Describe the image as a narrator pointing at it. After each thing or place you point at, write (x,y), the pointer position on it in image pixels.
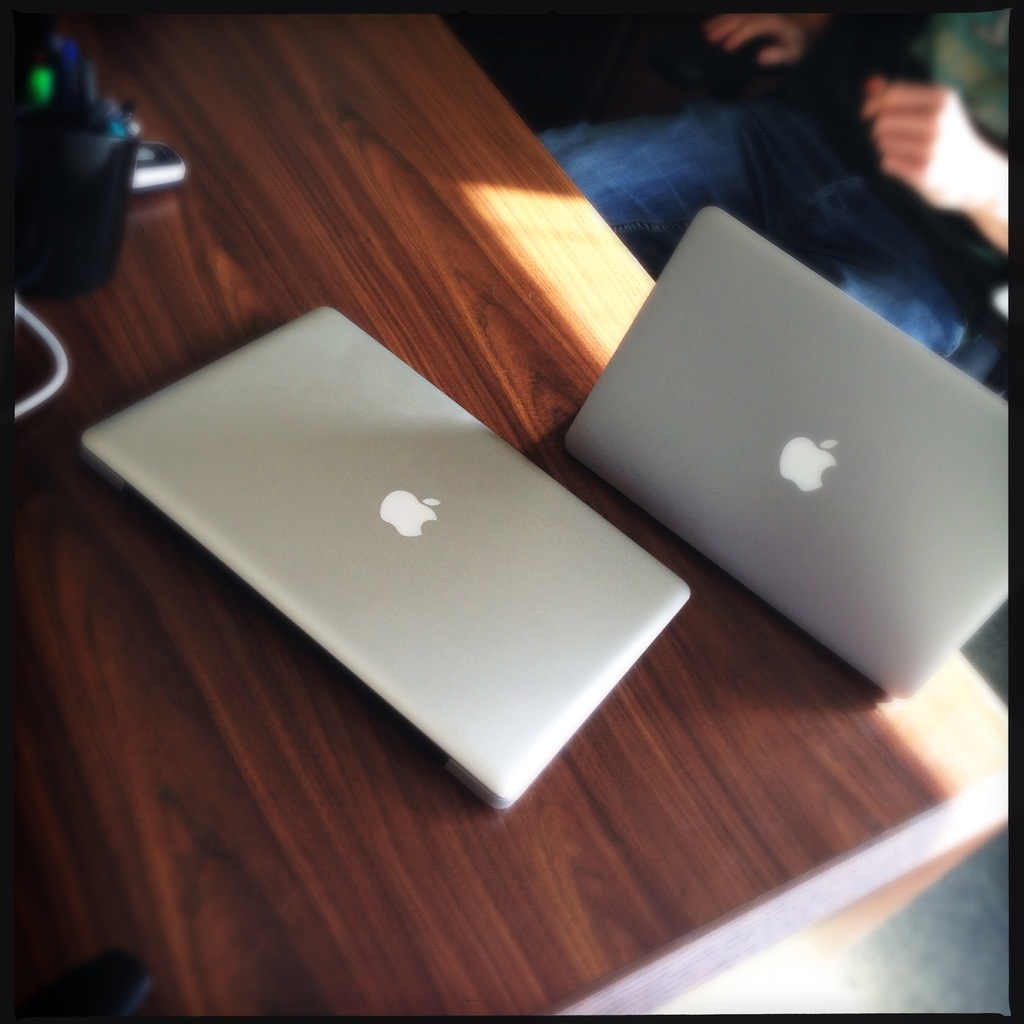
This image is taken indoors. At the bottom of the image (496,890) there is a table (537,872) with two laptops (452,421), a mobile phone (158,182) and a jar (43,132) with a few pens (94,111). On the right side of the image (934,102) a person (971,159) is sitting on the chair (987,305). At the right bottom of the image (934,953) there is a floor (910,984).
